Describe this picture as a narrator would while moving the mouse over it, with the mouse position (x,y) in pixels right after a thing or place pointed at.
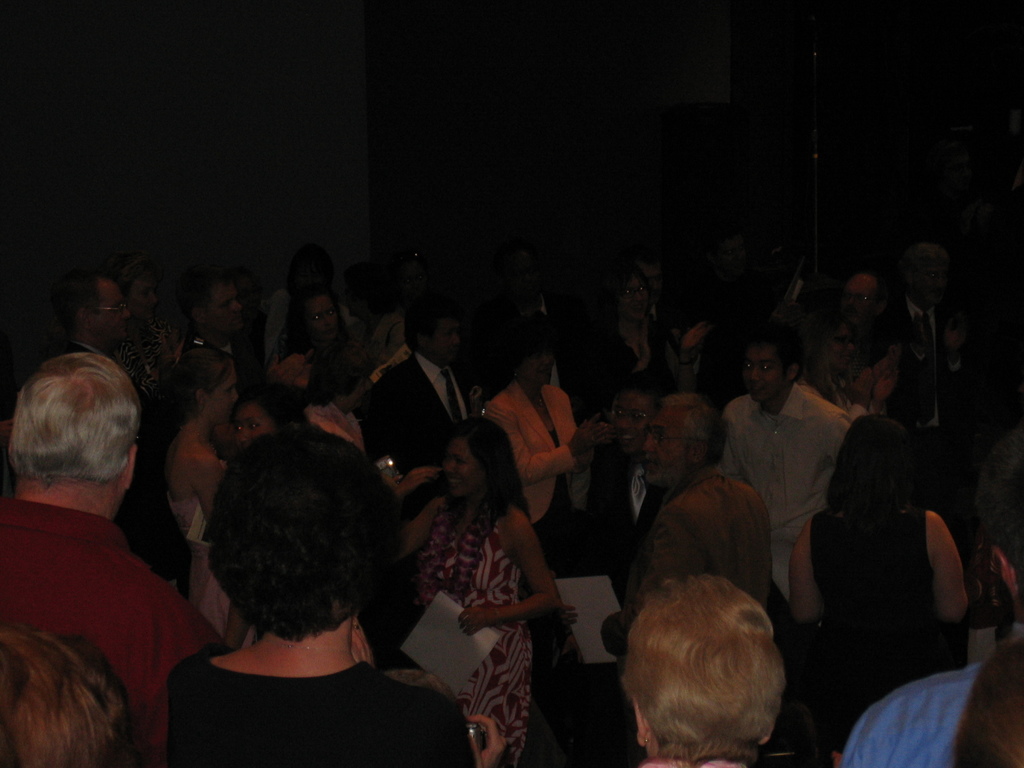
In this image we can see many people (769,489) standing and some of them are holding papers (437,635). In the background (353,102) there is a wall (263,104).
